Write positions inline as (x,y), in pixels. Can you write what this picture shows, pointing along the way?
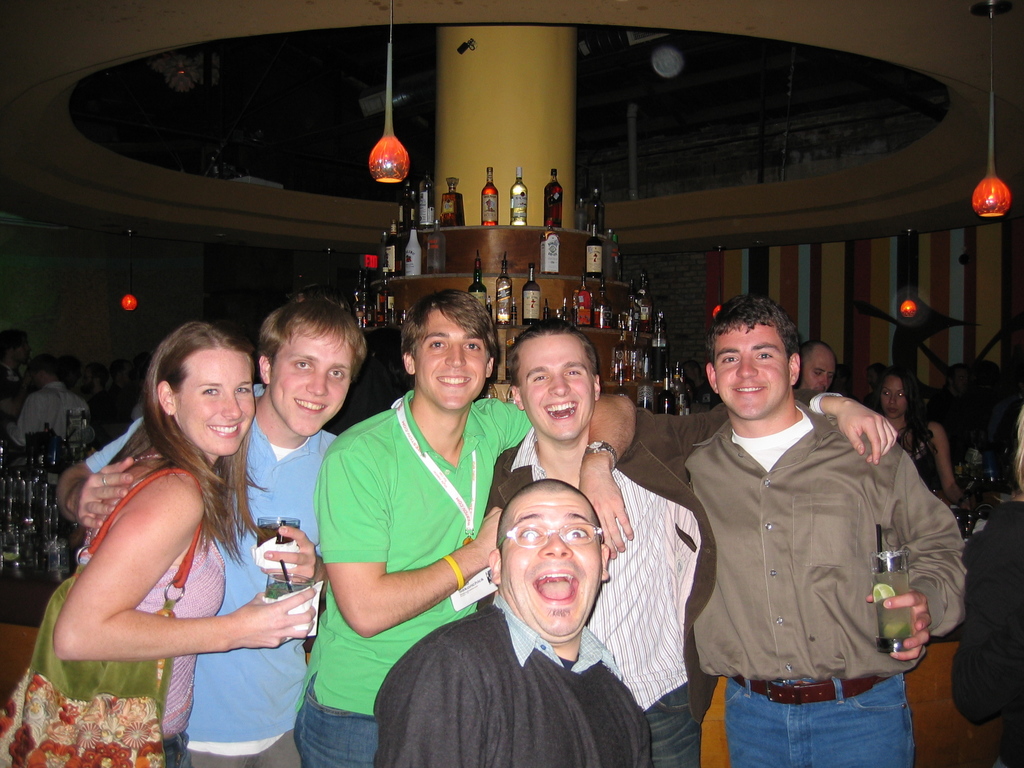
In this image I can see number of persons (468,617) are standing and smiling. I can see few of them are holding glasses (907,591). In the background (494,147) I can see a yellow colored pole (517,95), few bottles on the desks (514,284), few bottles (554,185) on the tables (624,325), few persons (943,416), few lights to the ceiling (360,171) and the walls (85,346).
